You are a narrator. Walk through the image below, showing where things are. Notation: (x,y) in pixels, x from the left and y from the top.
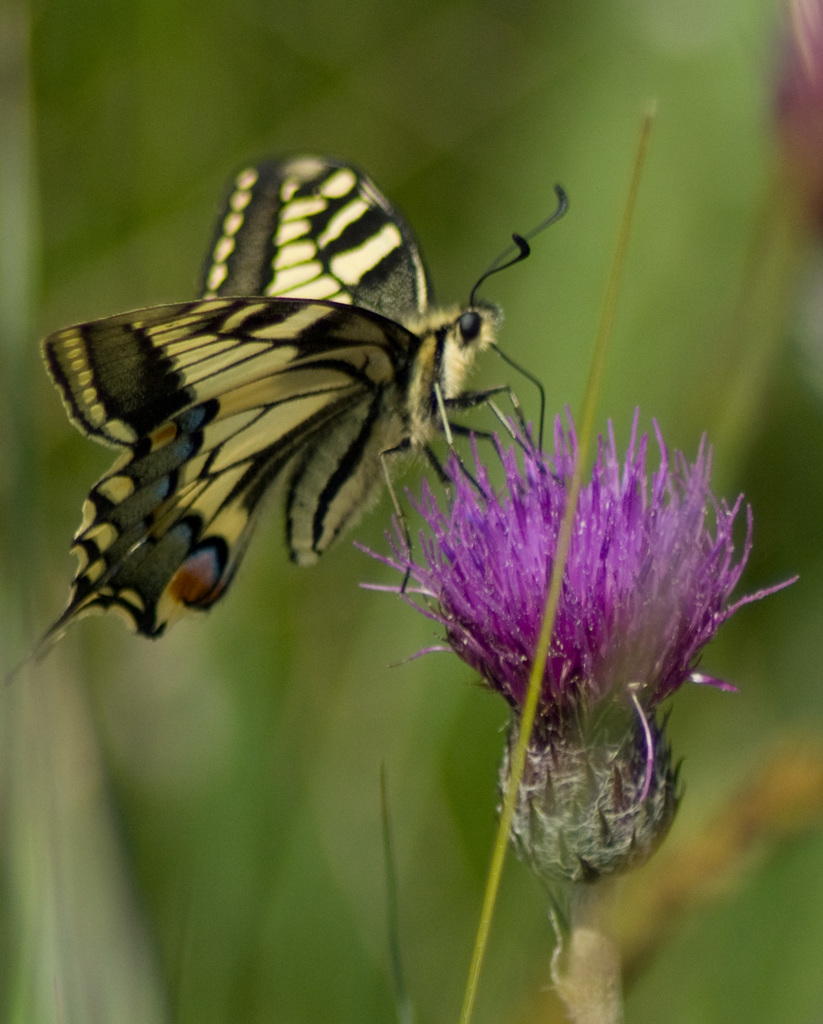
In this image I can see a butterfly (133,344) which is black, yellow and brown in color on a flower (600,544) which is purple in color. I can see the blurry background (579,4) which is green in color.
